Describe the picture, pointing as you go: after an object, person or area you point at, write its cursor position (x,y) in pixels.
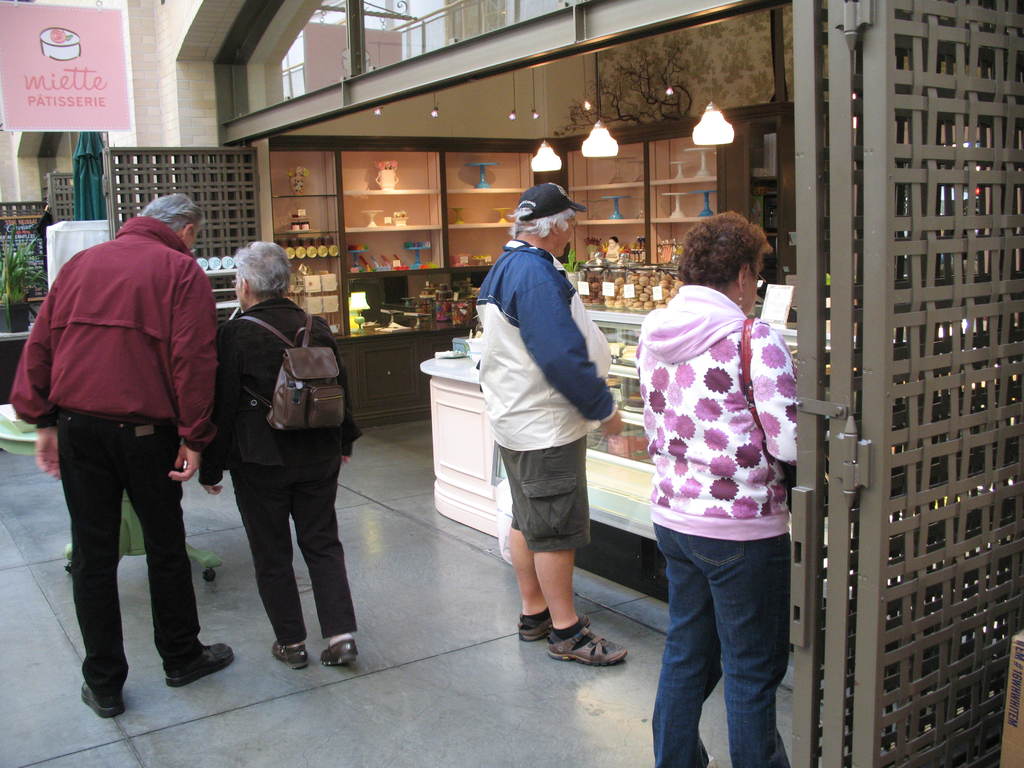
In this image a man (199,393) and woman (253,398) are walking in the path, in background (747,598) a woman (733,598) and man (581,433) are waiting near the shop (603,479).
